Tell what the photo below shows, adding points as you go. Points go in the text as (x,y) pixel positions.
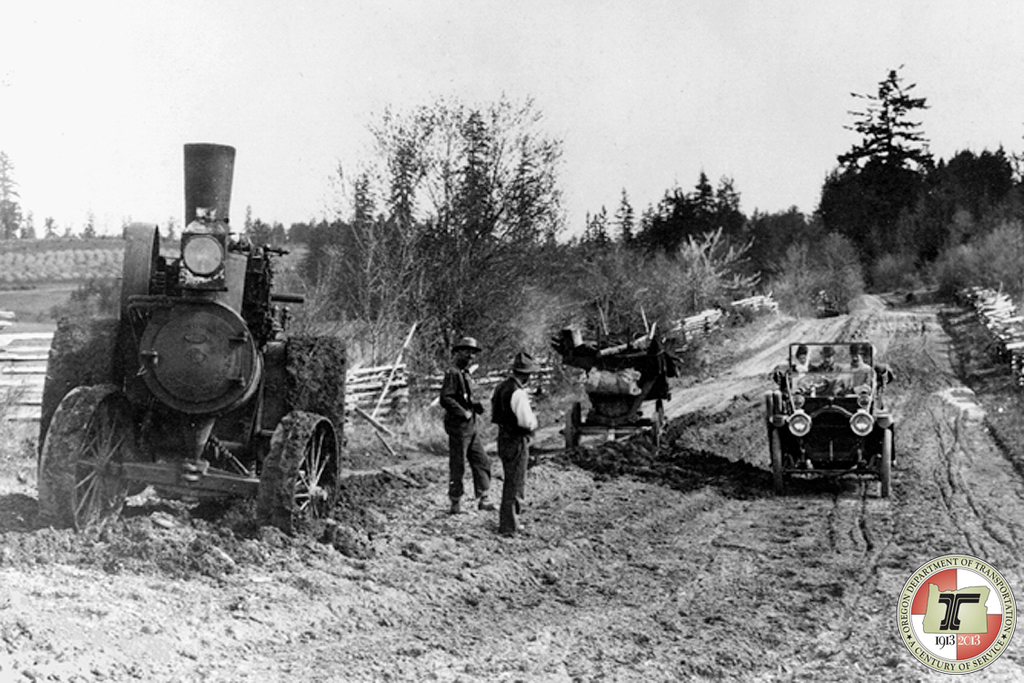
This is a black and white image. In this image there are two people (469,420) wearing cap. There are vehicles (260,390). In the back (597,269) there are trees (673,256) and sky (459,93). Also there is a watermark (931,609) in the right bottom corner (974,634).
